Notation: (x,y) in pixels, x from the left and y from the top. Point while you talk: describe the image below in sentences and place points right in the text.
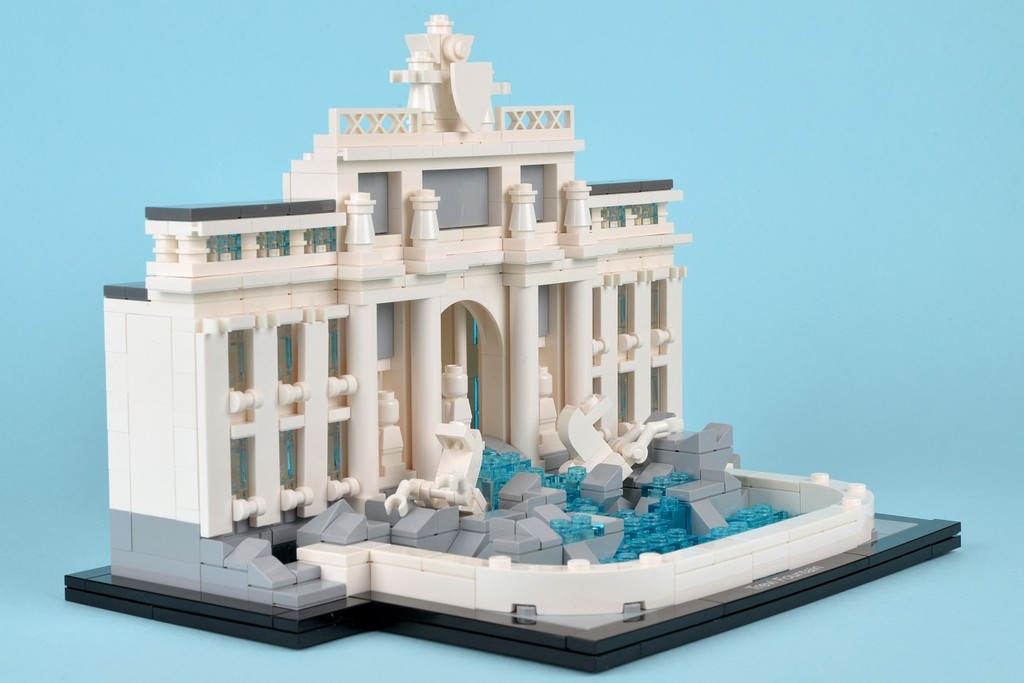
In the middle of the image (445,338) I can see a toy house (429,435) on the blue surface (857,625).
